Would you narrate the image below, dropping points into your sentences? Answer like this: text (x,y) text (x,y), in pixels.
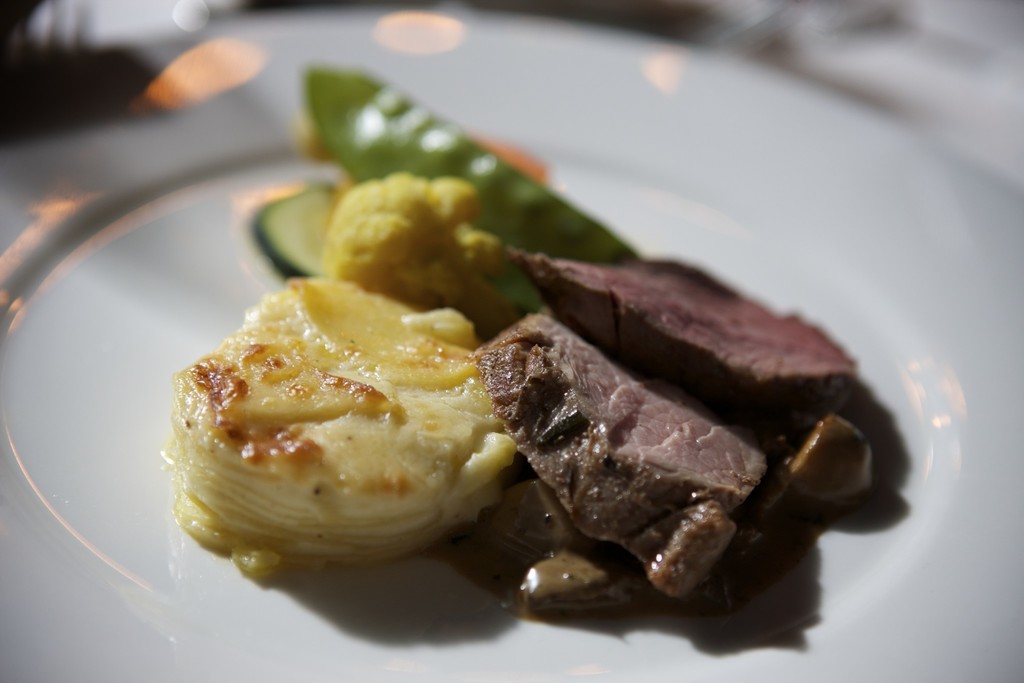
In this image we can see food items (308,248) in a plate (673,191).
